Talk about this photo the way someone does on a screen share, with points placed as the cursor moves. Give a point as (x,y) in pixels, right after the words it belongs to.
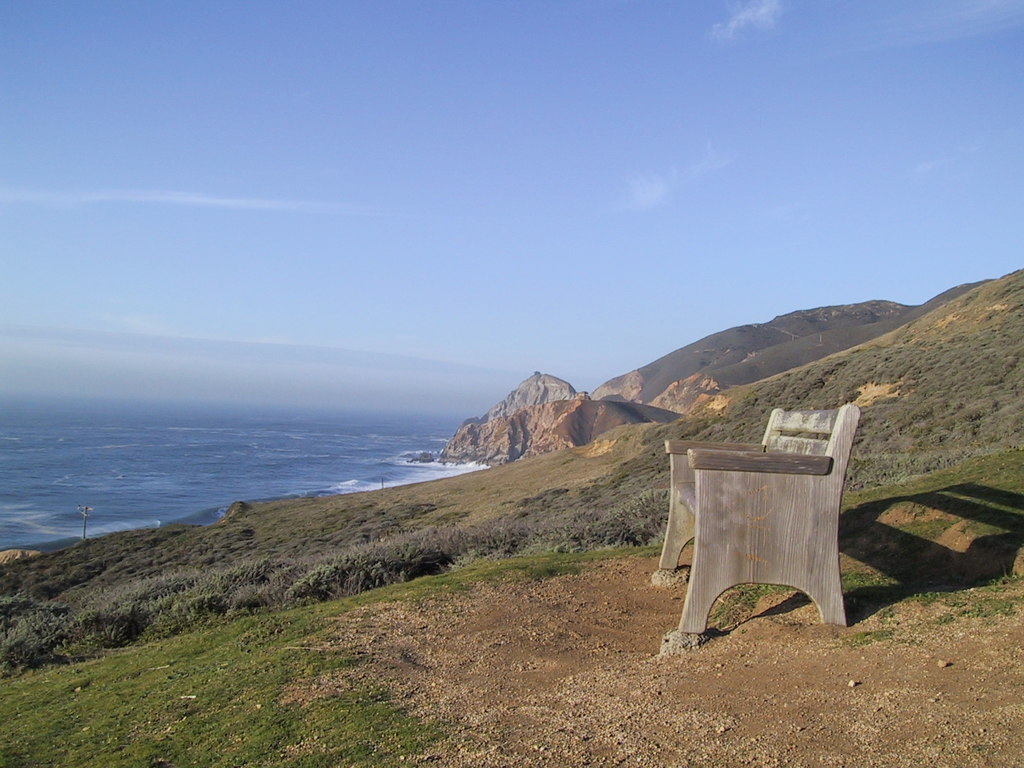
In the image we can see the bench (765,515), hills (183,577) and the grass (268,664). Here we can see the sea (222,424) and the sky (262,198).
